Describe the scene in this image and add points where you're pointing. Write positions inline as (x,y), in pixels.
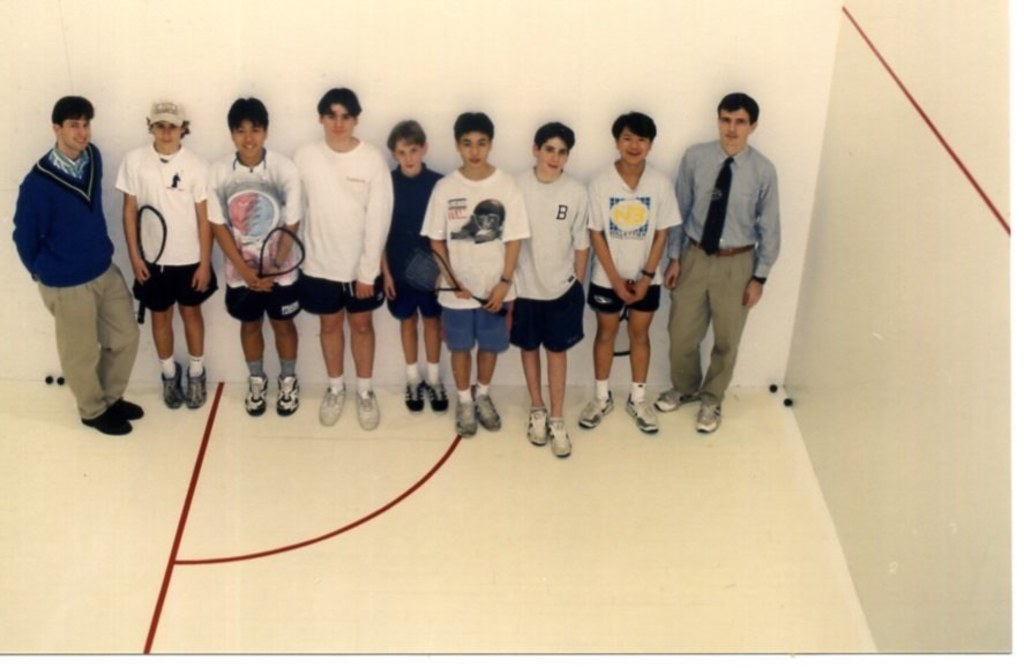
In this image we can see many persons (556,277) standing. Some are holding squash racket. In the back (184,72) there is a wall (664,53). On the right side (902,464) there is a wall (917,493). One person (151,125) is wearing a cap (160,123).
